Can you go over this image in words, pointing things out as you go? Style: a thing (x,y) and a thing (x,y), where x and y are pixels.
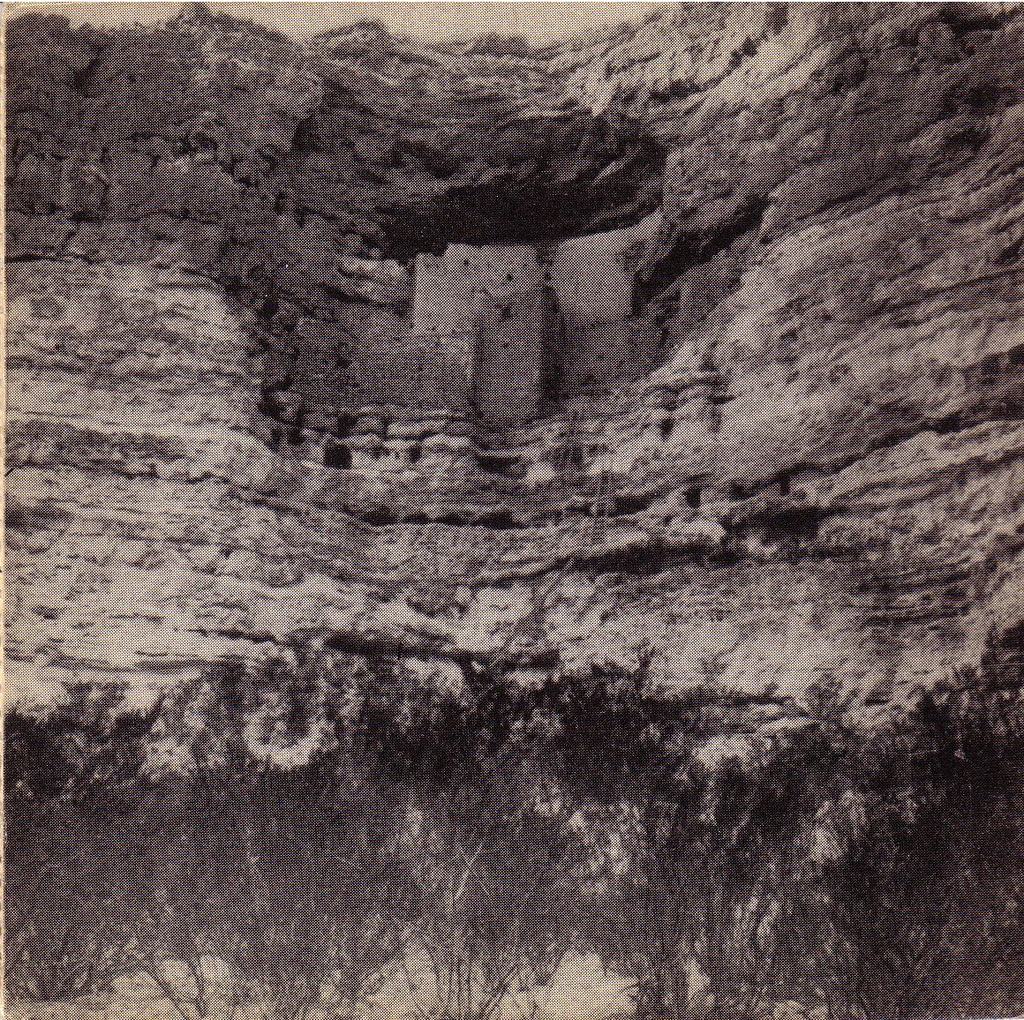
It is a poster. In this image, we can see trees (471,904) and wall (130,567).
